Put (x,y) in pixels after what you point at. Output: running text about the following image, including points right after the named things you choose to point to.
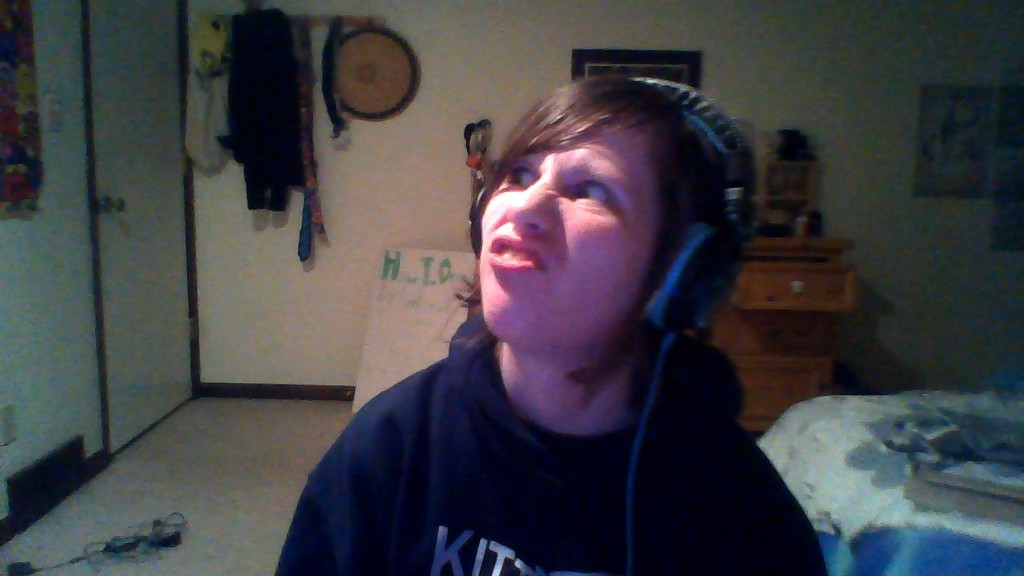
In this image we can see a person (612,397) wearing the headset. On the backside (777,462) we can see a bed (835,504), some objects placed on a cupboard (805,315), a cable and a device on the floor (273,528), a board (418,275) with some text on it, a door (123,364), some clothes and a belt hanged to a hanger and some photo frames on a wall (266,311).
